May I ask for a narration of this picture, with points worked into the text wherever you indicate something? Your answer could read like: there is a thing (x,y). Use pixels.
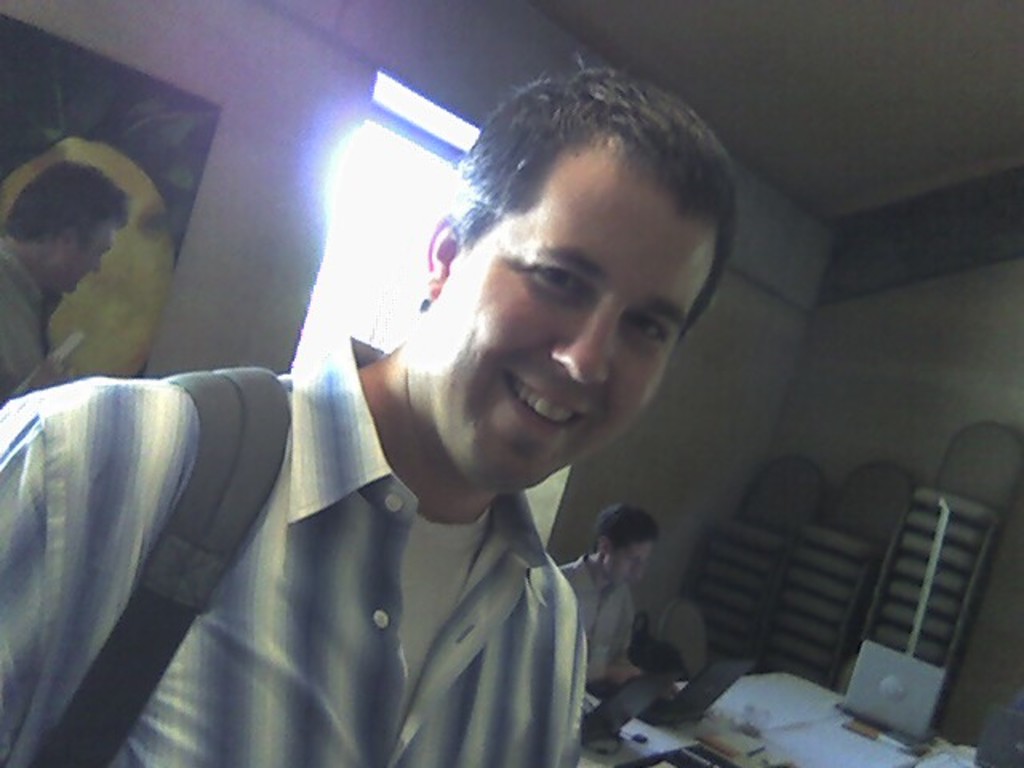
In the image there is a man (531,319) wearing white and blue striped shirt (340,456) smiling and behind him there is a person (610,633) sitting in front of the table (821,709) with laptops (633,702) and books (844,728) on it and behind him there is a window (388,262), on the left side (194,186) there is a painting (47,110) on the wall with a person (80,268) standing in front of it.
